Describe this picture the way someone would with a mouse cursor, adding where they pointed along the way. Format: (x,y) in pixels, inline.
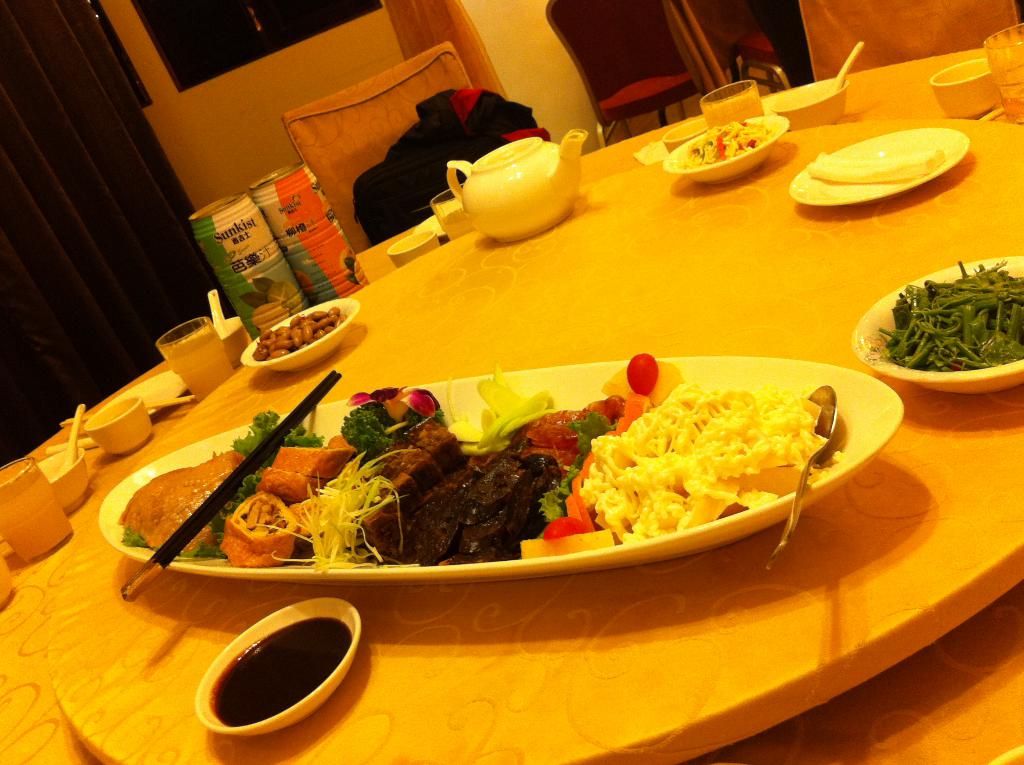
In this image, we can see glasses (169,349) with drink (188,369), bowls (236,347), cups (120,409), spoons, plates (876,408), cans (305,274), sauce (280,656) and some food items (596,428) are placed on the table (747,620). In the background (310,126), there are chairs (582,75), curtains (82,187) and there is a wall (520,21).
